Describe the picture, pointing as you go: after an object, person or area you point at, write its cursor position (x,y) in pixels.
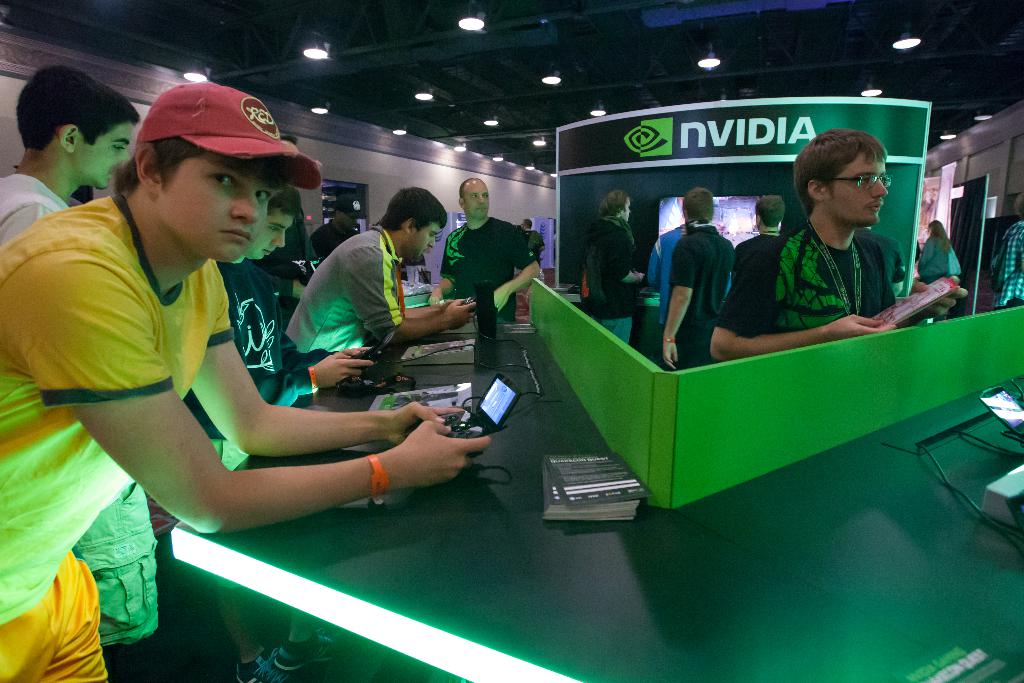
In this image I can see a black colored table (691,562) and few persons (155,349) are standing around it. I can see few electronic gadgets (997,415), few wires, few persons (435,295) standing, a screen (997,415), the wall (368,159), the ceiling (501,58) and few lights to the ceiling (580,7).
